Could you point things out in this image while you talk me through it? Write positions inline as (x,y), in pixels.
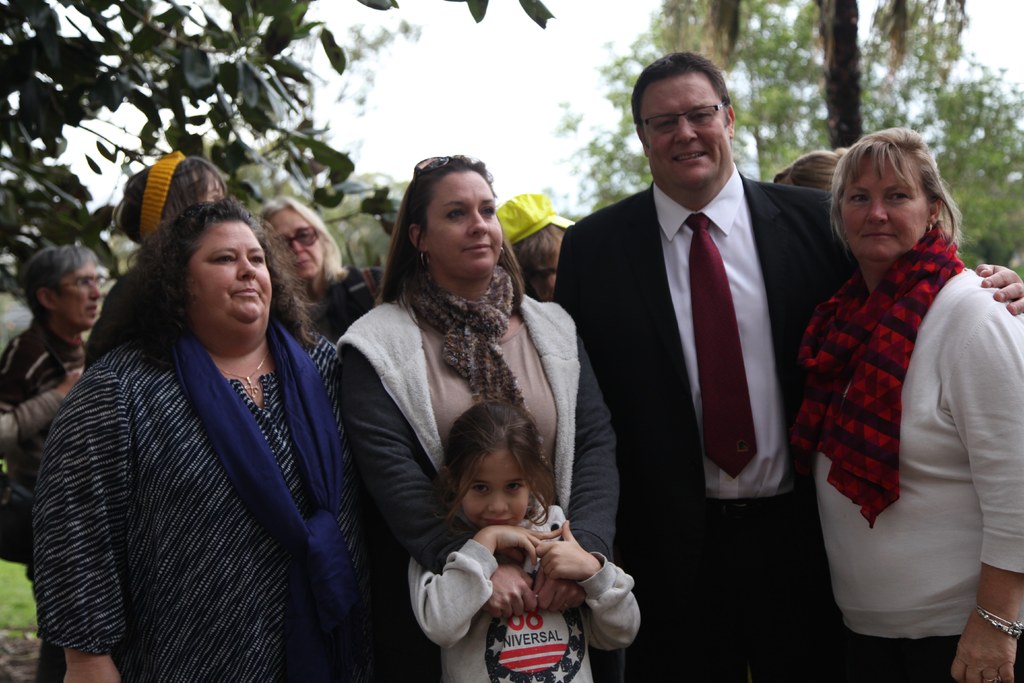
In this image we can see these people (291,226) are standing here. The background of the image (906,35) is slightly blurred, where we can see trees (98,99) and the sky (439,114).
